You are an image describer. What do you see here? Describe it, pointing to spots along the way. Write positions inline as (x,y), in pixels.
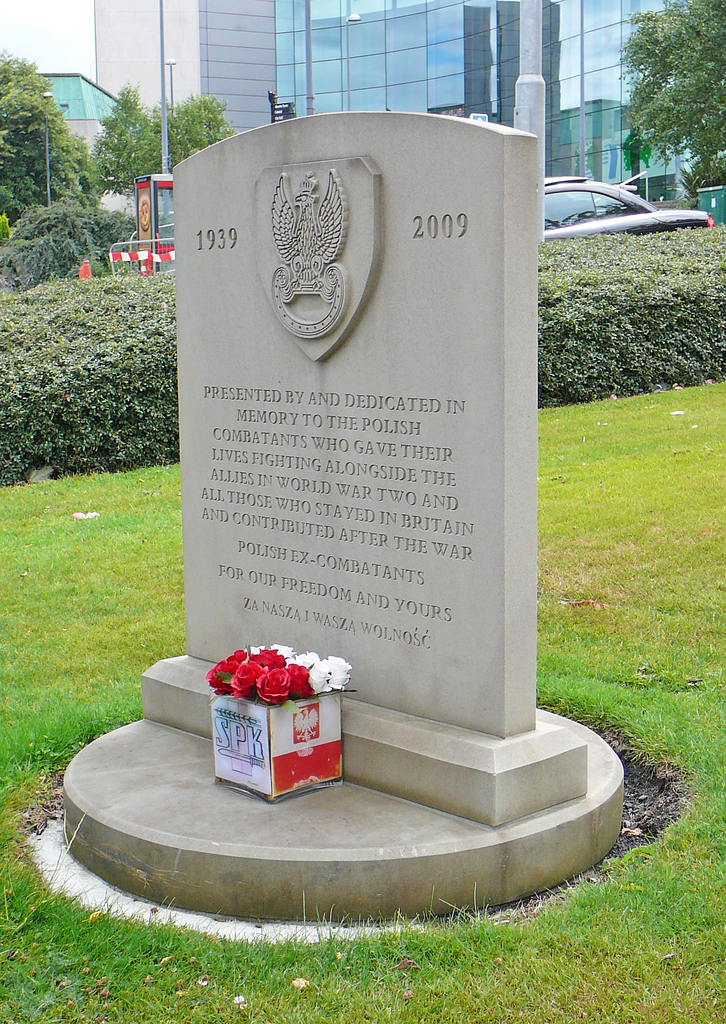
In this image I can see an open grass ground (699,928) and in the front (185,806) I can see a tombstone (167,702). I can also see few flowers (245,651) in the front (261,684). In the background (164,151) I can see few trees (60,202), a car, few poles (543,166) and few buildings (68,105). I can also see an orange colour thing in the background (83,266).
